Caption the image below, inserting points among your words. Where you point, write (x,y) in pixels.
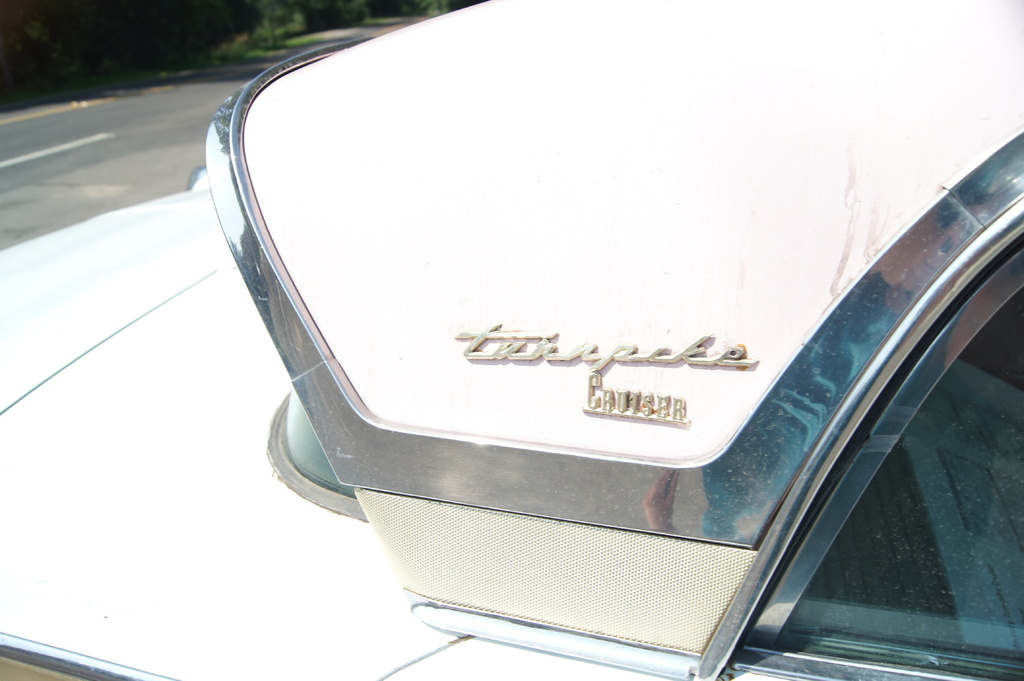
In this picture I can see a white color vehicle (422,169) in front (162,263) and I see something is written on it. In the background (105,44) I can see the road (151,83) and few plants (143,42).
